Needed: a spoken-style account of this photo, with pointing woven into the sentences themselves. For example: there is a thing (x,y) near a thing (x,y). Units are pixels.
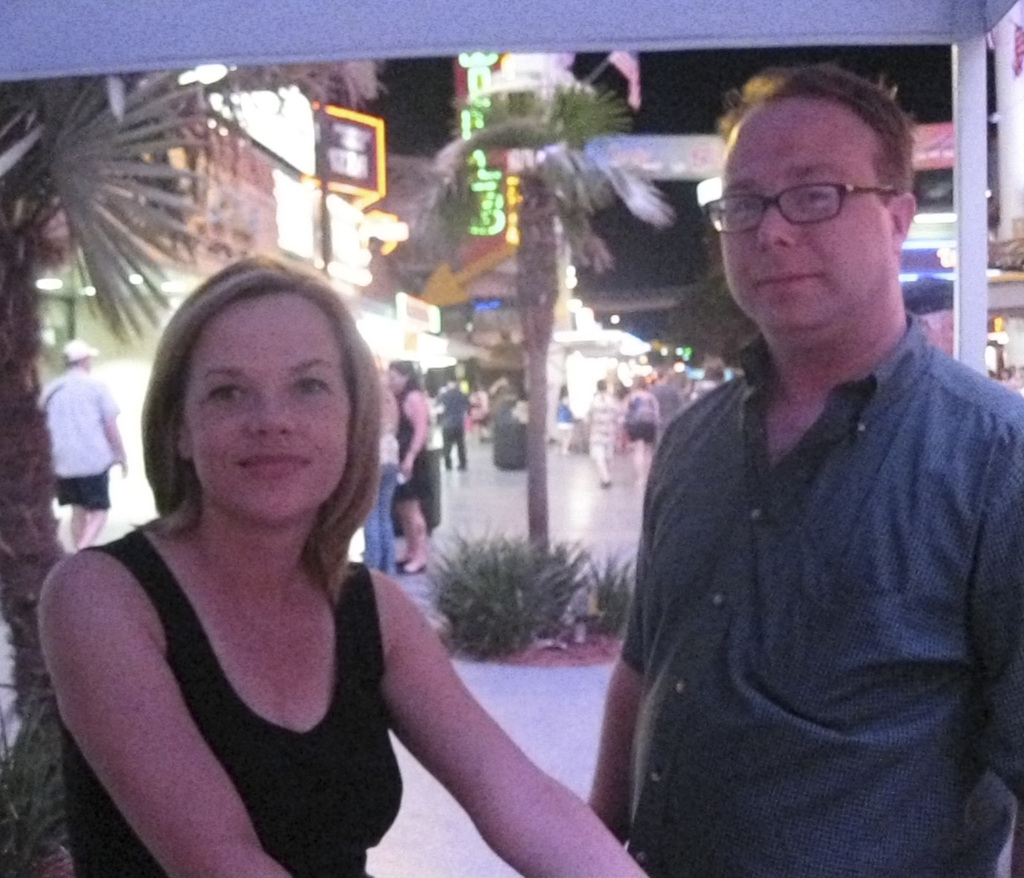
In this picture I can observe a woman (215,641) and a man (814,228). Both of them are smiling. Man (806,413) is wearing spectacles (746,204). In the background (410,442) there are some people (404,413) standing on the floor (486,442). On the left side (44,198) I can observe a tree (80,131).
